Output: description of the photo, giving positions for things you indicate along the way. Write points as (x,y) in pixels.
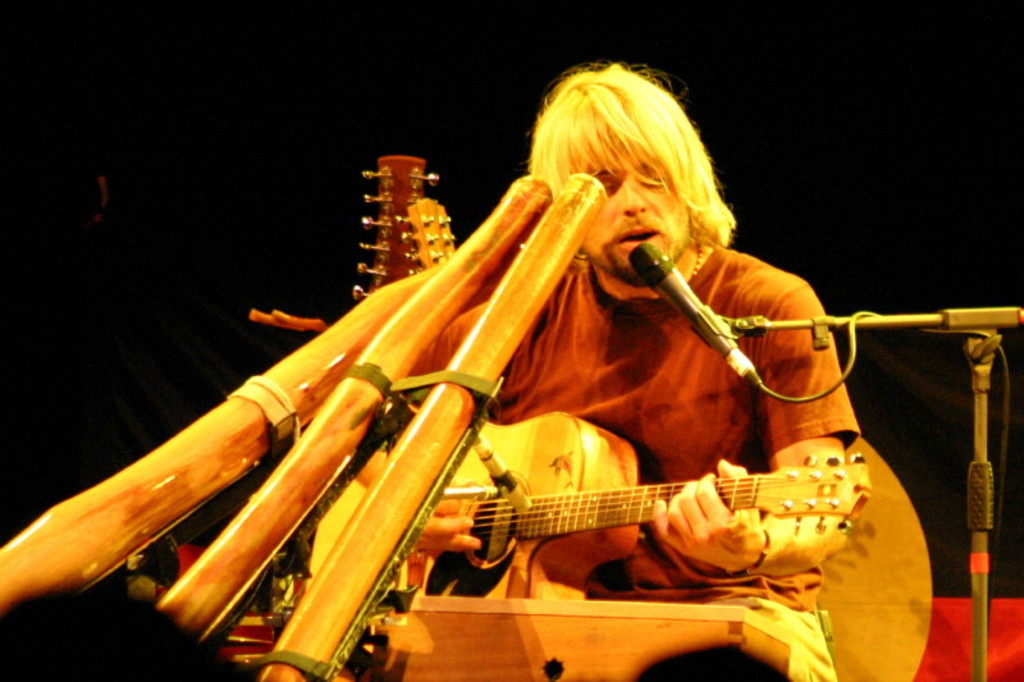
There is a man (786,274) playing guitar (463,477) and singing in a microphone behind them there are so many other musical instruments (426,464).
